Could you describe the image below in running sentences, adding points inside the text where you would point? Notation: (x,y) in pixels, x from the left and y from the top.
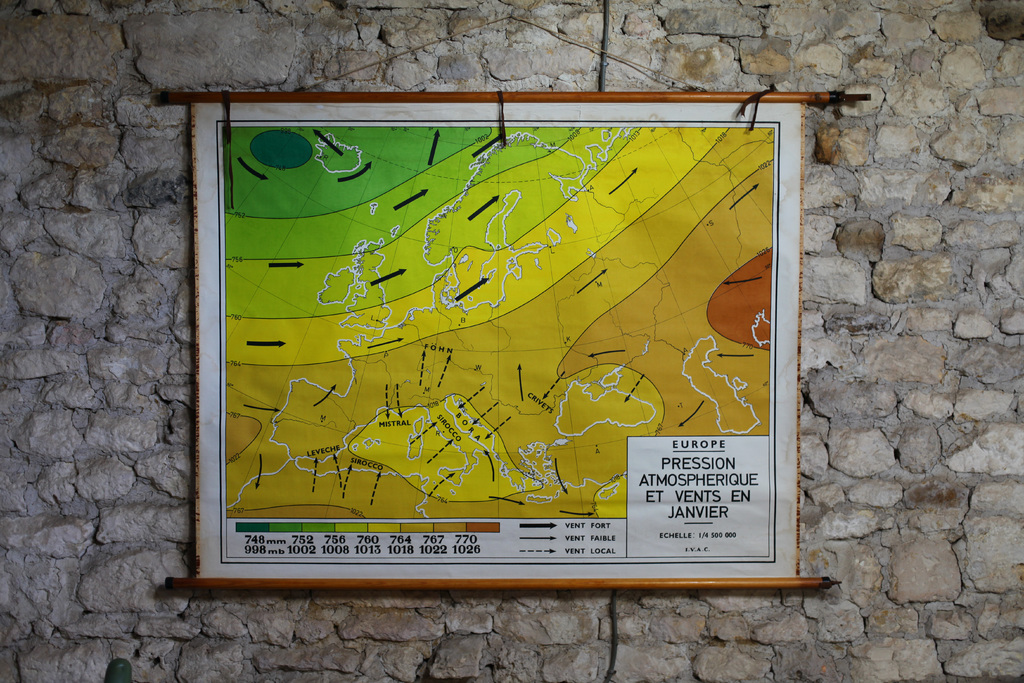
In the center of the image (424,377) we can see a board (477,266) is present on the stone wall (165,165). On board (422,345) we can see the direction (563,484) and text (568,525).
